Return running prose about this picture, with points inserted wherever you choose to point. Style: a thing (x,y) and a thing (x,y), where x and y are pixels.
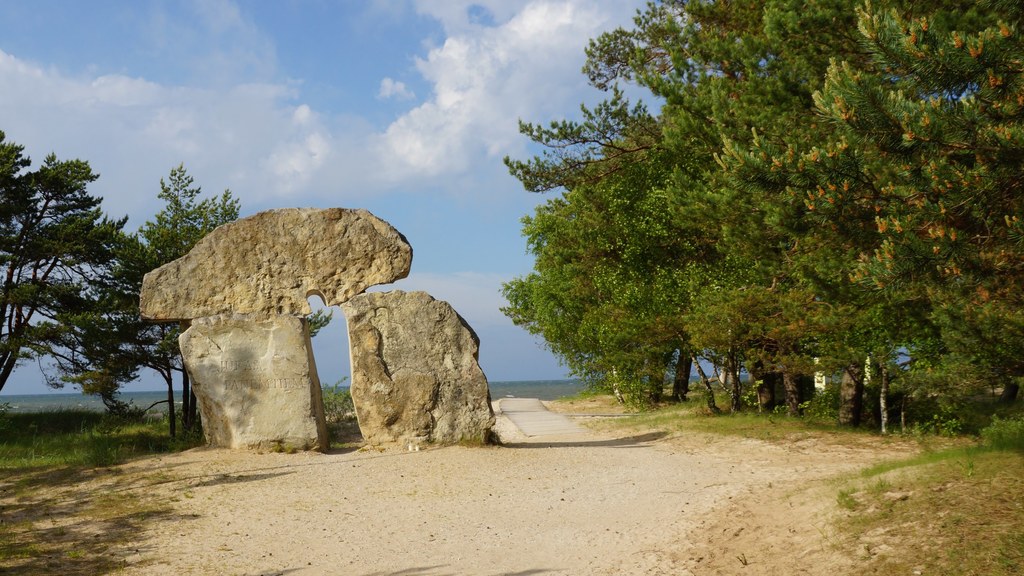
In this image there are rocks (377,304), trees (564,347), plants (163,420), grass (929,511), water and some clouds (231,169) in the sky (346,179).
